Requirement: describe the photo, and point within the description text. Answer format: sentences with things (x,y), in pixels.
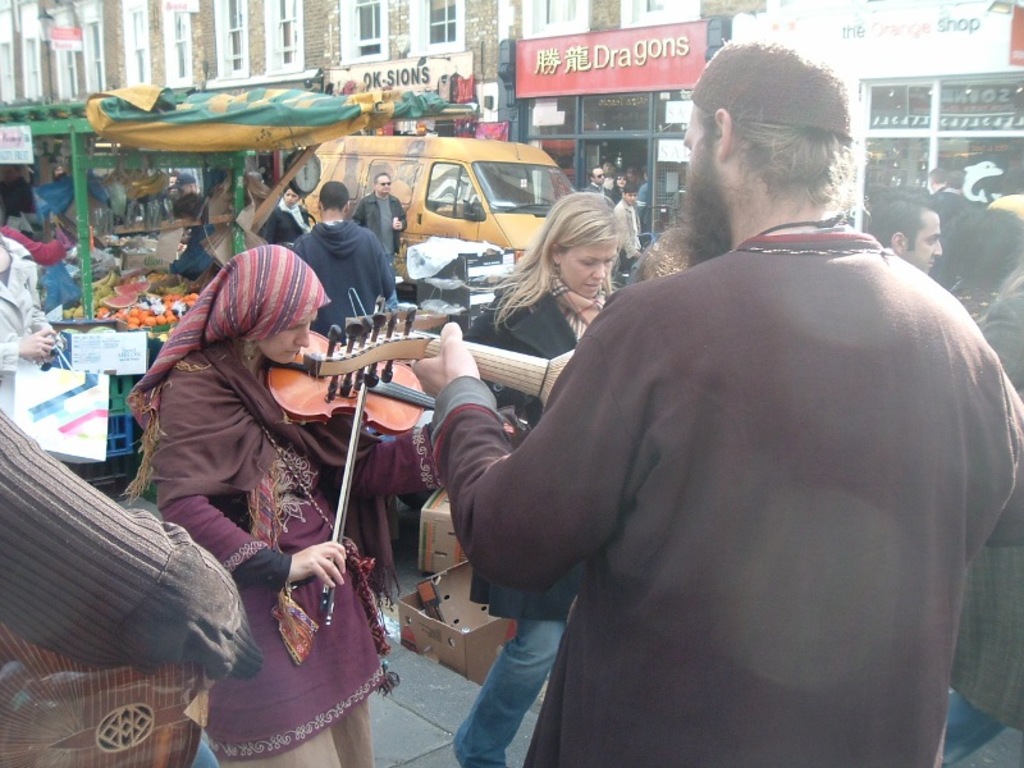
In this image we can see few buildings (469,28) and stores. There are many people (764,118) in the image and few people (380,525) are playing musical instruments (299,405). There is a vehicle (479,234) in the image.
